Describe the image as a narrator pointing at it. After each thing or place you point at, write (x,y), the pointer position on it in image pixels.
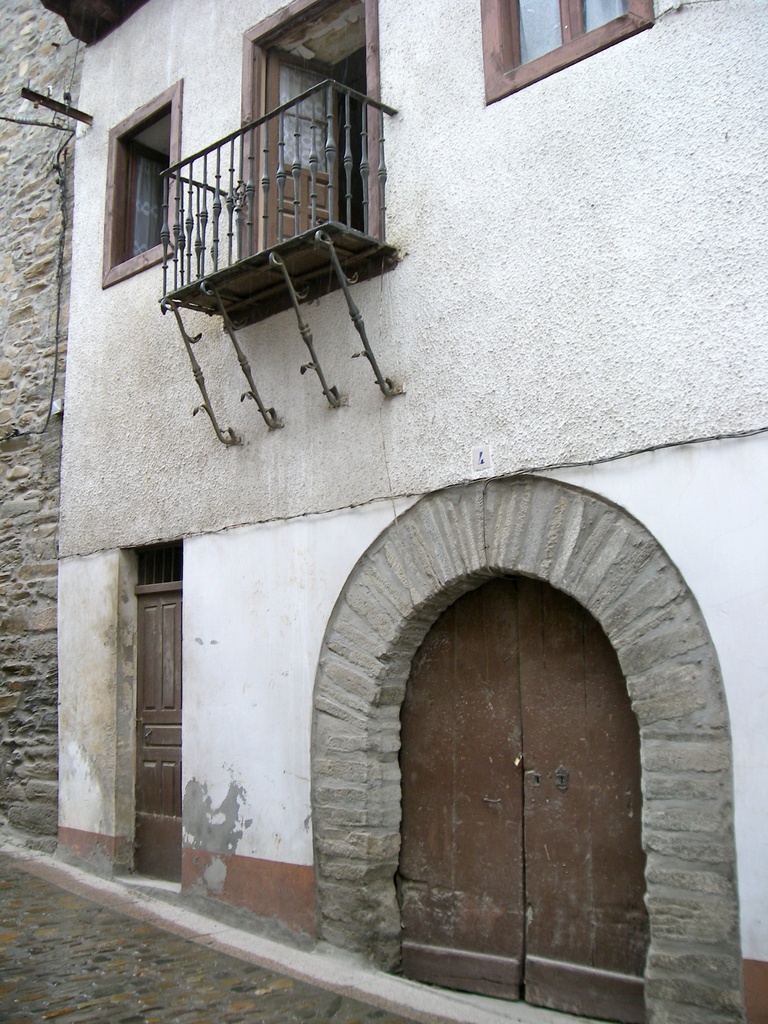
In this image we can see a building (288,531), there are some windows (513,68), doors (476,599) and grille (172,553).
